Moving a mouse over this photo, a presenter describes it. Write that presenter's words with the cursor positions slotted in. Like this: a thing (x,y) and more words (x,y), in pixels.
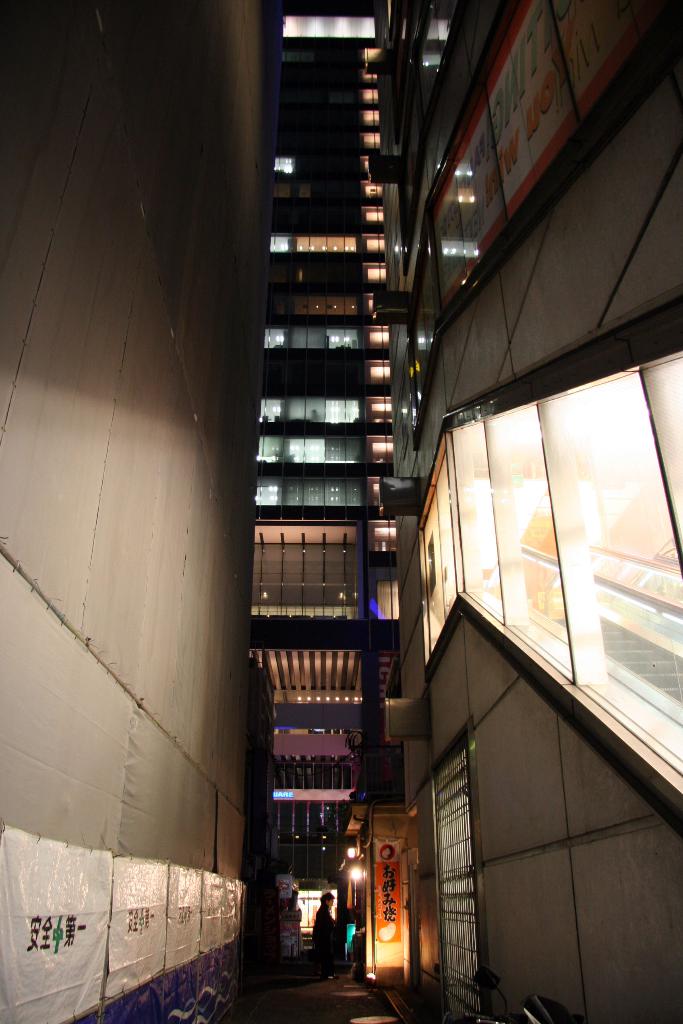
In this picture we can observe a building (421,571). On the left side (102,599) there is a wall (138,315). We can observe some white color posters (105,925) on the wall (139,203). There is a person (326,907) standing in this path (303,972).
